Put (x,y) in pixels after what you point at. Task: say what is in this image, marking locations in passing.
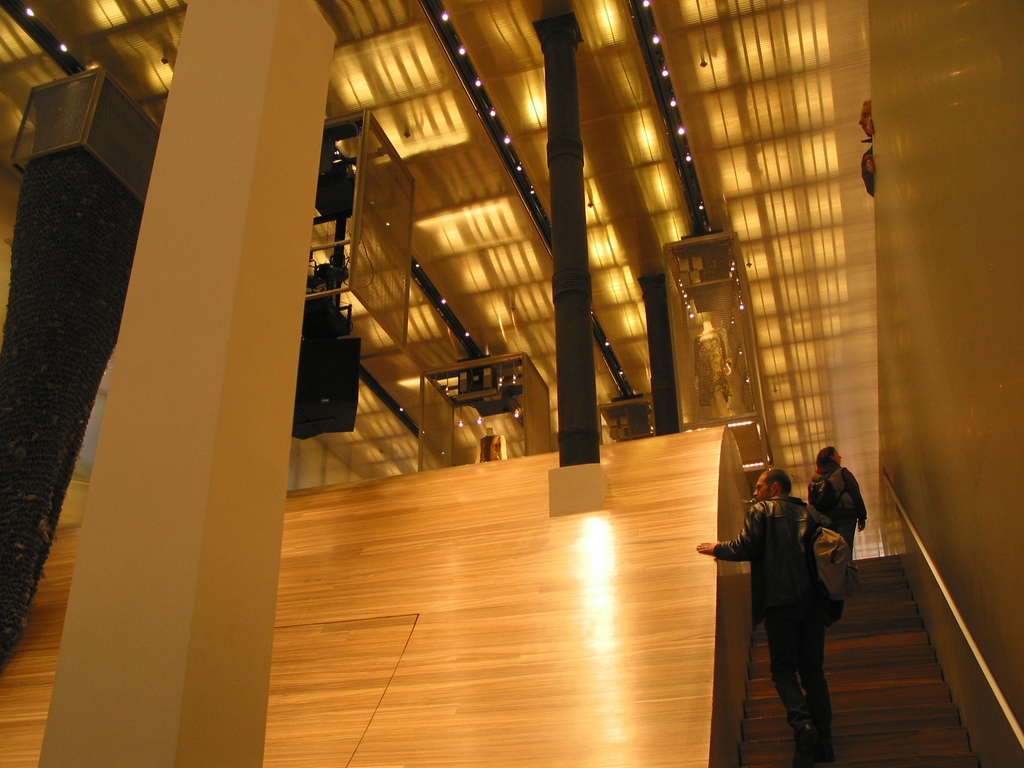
In this image, we can see some pillars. We can see some mannequins (714,394) with clothes (707,344). We can see some boxes (516,402). We can also see some objects (309,432) on the left (327,152). There are a few people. We can see the ground (867,682) and the wall (708,520). We can also see the roof (631,50) with lights (608,14).
